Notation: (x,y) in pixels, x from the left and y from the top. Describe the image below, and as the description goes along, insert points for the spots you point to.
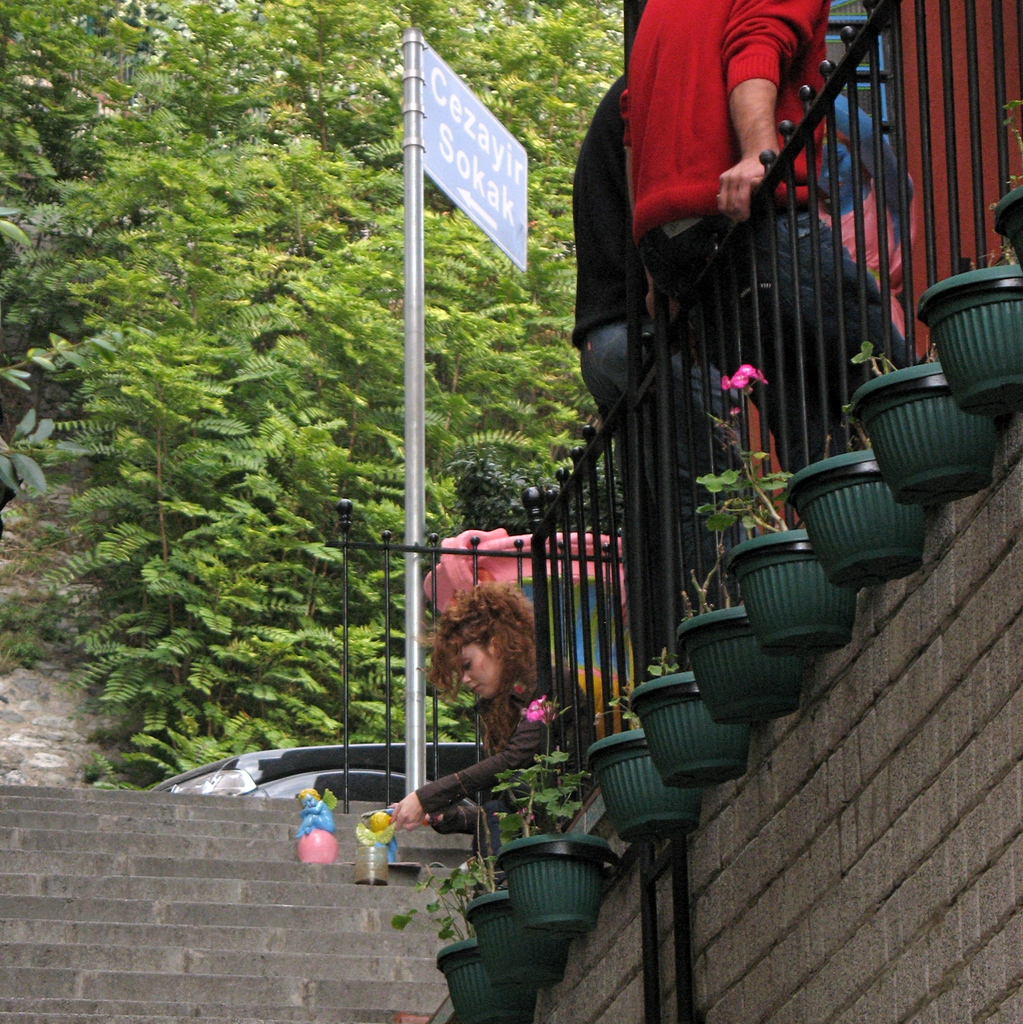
In this image I can see the wall (710,857), few flower pots (566,916) which are green in color with plants (732,475) in them, few flowers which are pink in color, few stairs (11,937), a woman (517,705) sitting, black colored railing (604,559), few persons (811,427) standing, a metal pole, a board (464,176) attached to the pole (421,147) and in the background (253,622) I can see few trees (288,323).
